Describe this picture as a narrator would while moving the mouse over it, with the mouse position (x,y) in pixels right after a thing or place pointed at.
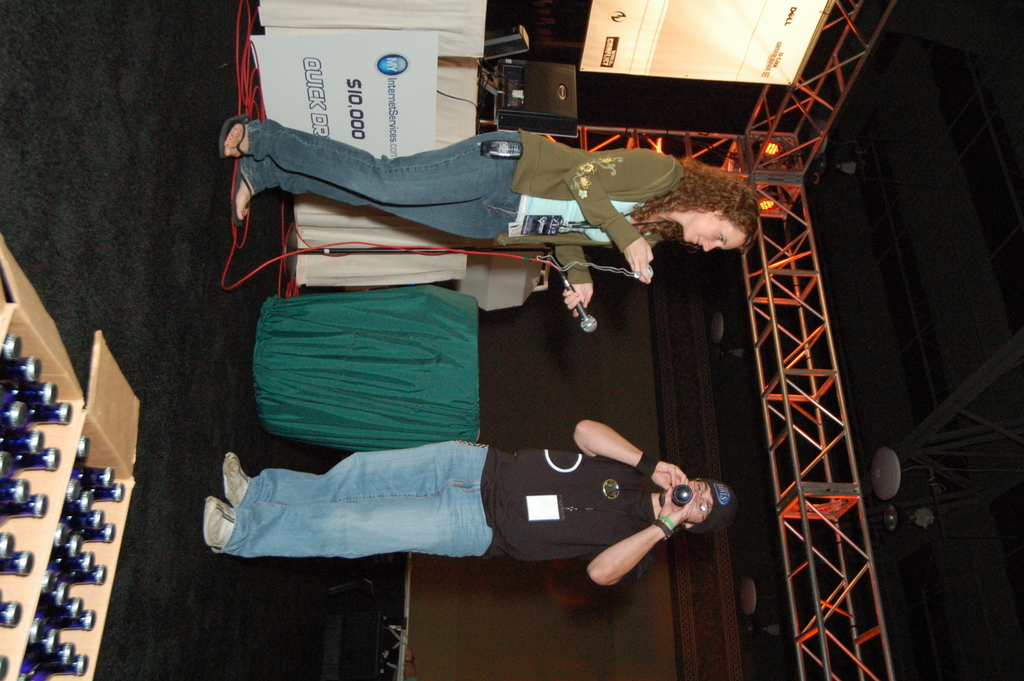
In the picture I can see two persons (587,543) standing on the stage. I can see a woman (652,156) on the stage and she is holding a microphone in her left hand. I can see a man (630,526) on the stage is wearing a black color T-shirt (559,485) and he is holding a bottle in his hands (669,499). I can see the stock boxes (124,513) on the bottom left side (49,518). It is looking like a screen (712,15) on the top right side of the picture (760,51). I can see the metal scaffolding structure (819,342) on the right side (816,533). I can see a computer (519,123) on the table (476,116) and I can see the hoarding board (416,123). I can see an object (413,316) on the stage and it is covered with a green color cover (403,373).
